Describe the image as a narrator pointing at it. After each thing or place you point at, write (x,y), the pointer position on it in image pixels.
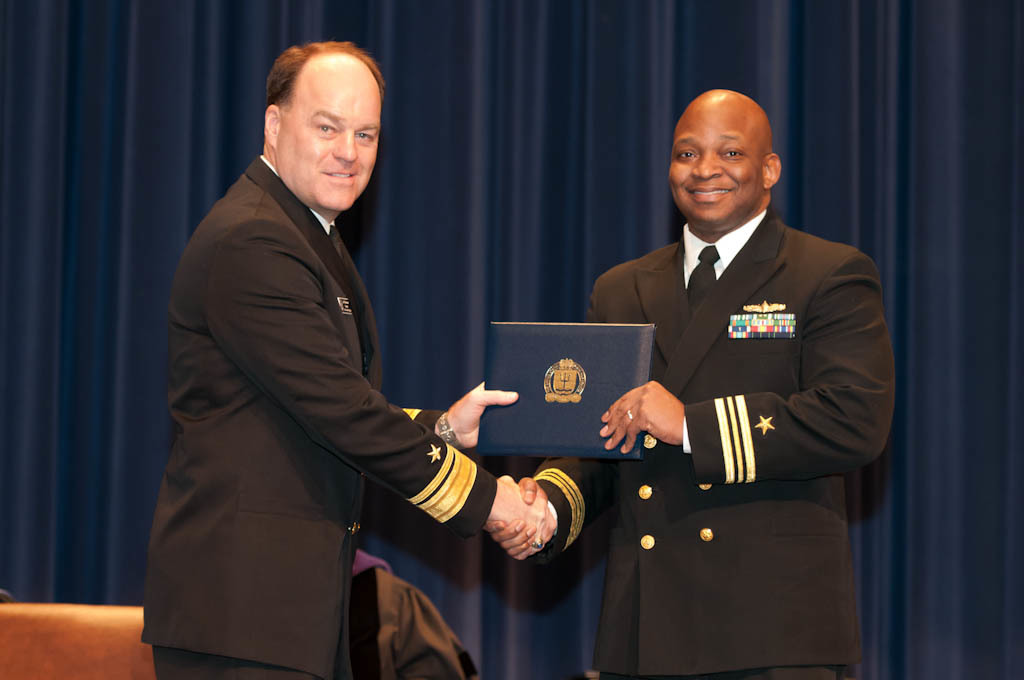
In this image there are persons (472,397) standing and having smile on their faces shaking hands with each other and holding a diary (554,421) wearing a black colour suit (686,399). In the background (162,181) there is a blue colour curtain (368,204).
